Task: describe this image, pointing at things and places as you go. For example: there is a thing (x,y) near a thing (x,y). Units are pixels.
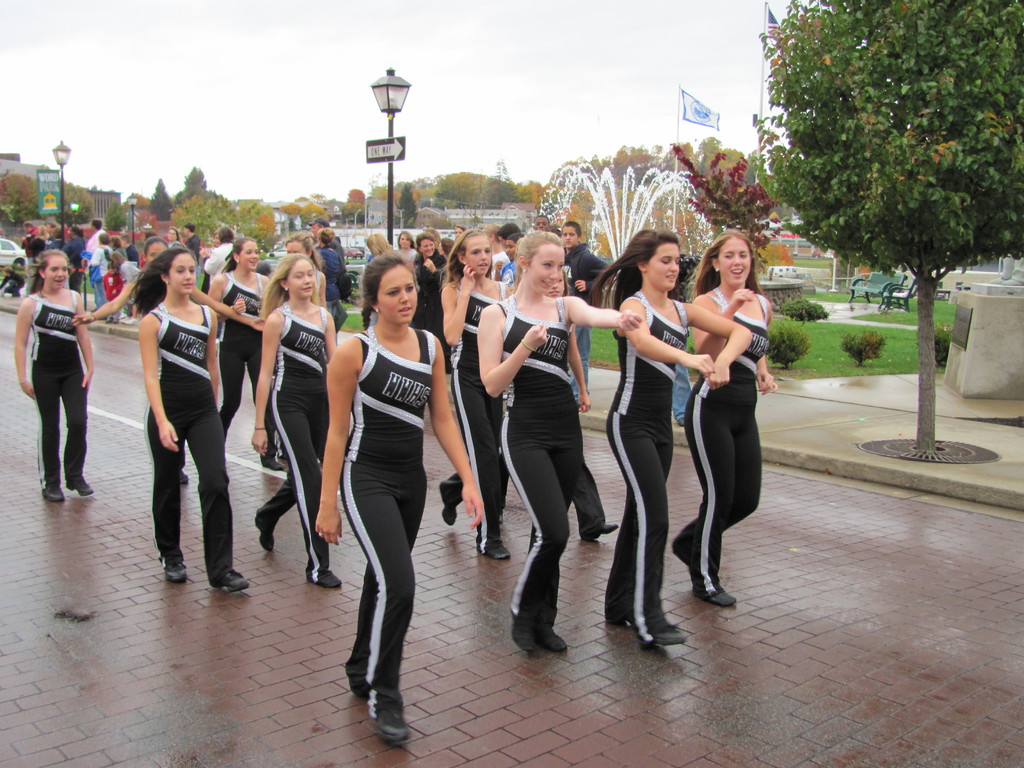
In this image I can see the group of people (326,455) with black and ash color dresses (347,497). These people (400,411) are on the road (509,589). To the side I can see few more people (107,266) with different color dresses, poles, boards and the fountains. In the background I can see the vehicle (7,251), benches (890,299), many trees (360,215) and the sky (145,181).
